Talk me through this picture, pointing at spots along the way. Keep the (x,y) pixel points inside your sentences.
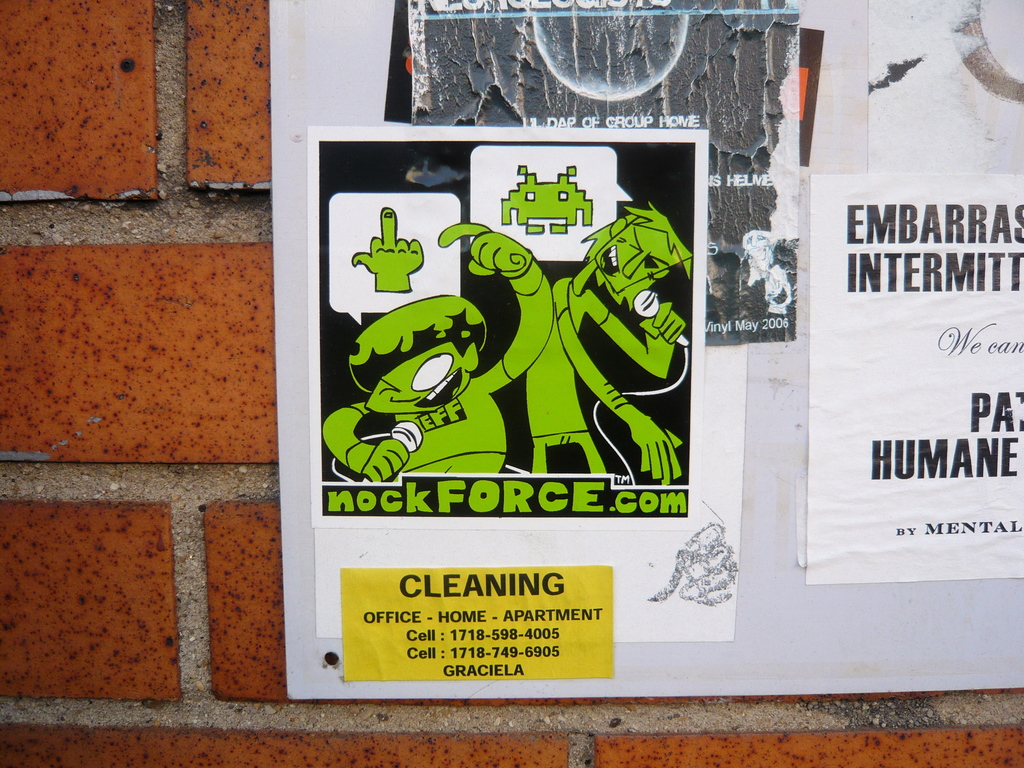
In this picture I can observe posters (579,391) on the white color notice board (321,71). The notice board (315,102) is fixed to the wall (167,410).
